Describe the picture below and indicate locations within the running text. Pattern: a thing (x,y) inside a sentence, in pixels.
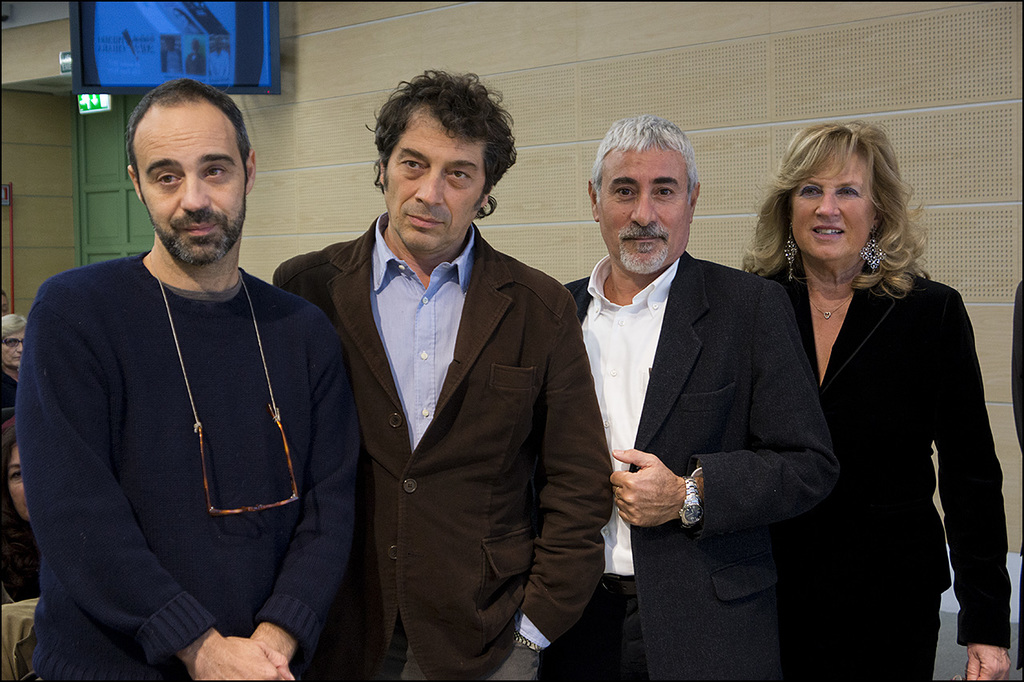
In this picture we can see three men (389,288) and a woman (876,440) standing in the front (538,350) and giving a pose into the camera. Behind there is a brown wall (245,111) and television screen (198,22).
